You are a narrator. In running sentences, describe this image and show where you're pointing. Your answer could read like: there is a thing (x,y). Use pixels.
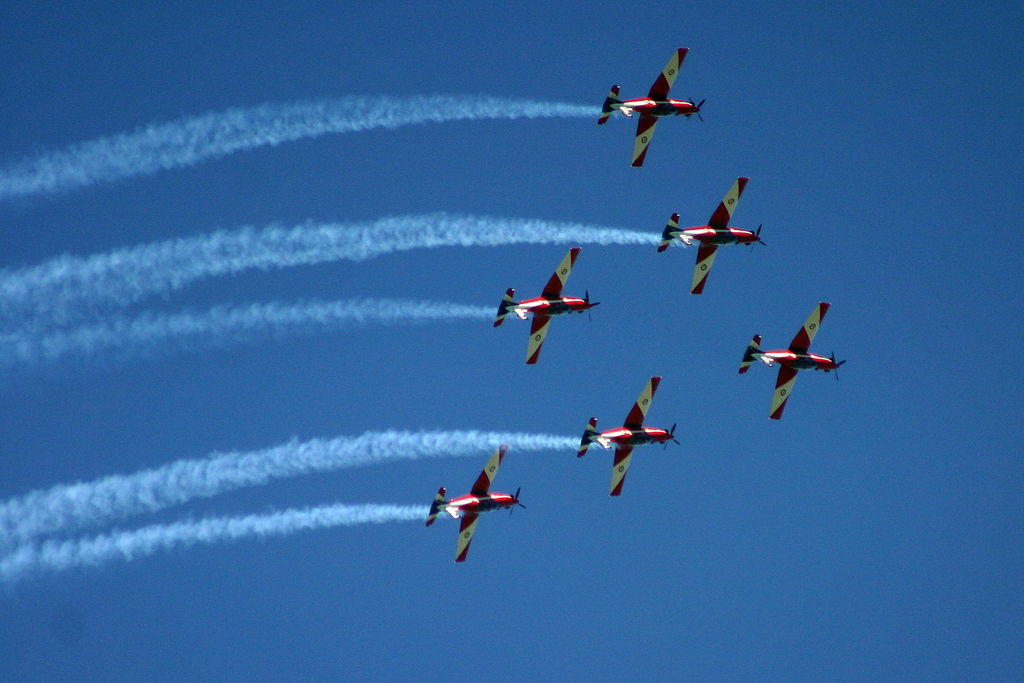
This image is taken outdoors. In the background (395,556) there is the sky (362,394). In the middle of the image (616,440) a few airplanes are flying in the sky (519,203) and there is smoke (230,241).
